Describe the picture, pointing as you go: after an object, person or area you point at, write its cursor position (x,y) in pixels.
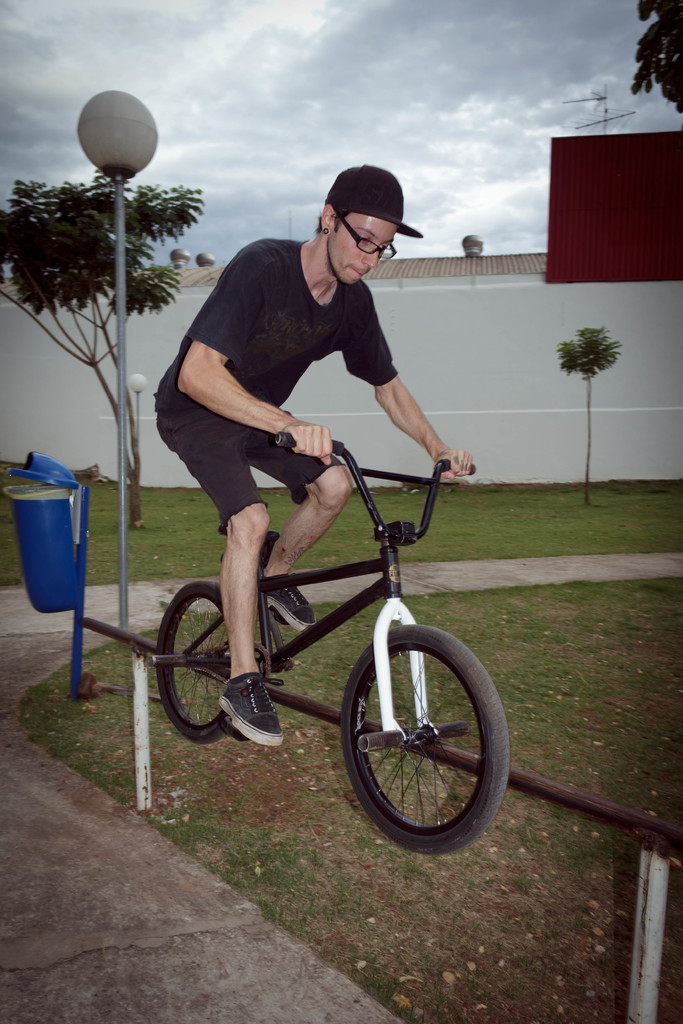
In the image there is a man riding a cycle (412,621) that is attached to a rod (655,879), there is a dustbin (70,528) behind the rod (125,632) and in the background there is a small tree (97,315), behind that there is a wall (573,389).
